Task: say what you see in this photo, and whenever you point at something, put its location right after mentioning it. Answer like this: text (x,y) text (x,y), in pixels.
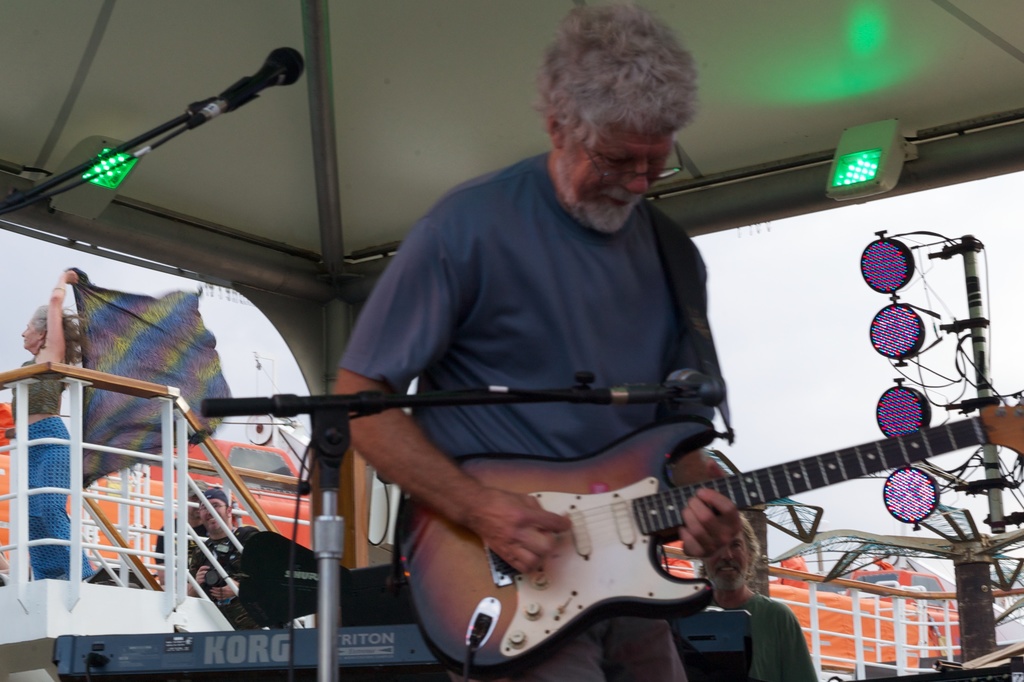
In this image the person (650,319) is holding the guitar (634,538) and he could be talking something behind the person (609,310) some, vehicle (279,522), woman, mike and some signal (985,452) are there in the background (869,510) is cloudy.
